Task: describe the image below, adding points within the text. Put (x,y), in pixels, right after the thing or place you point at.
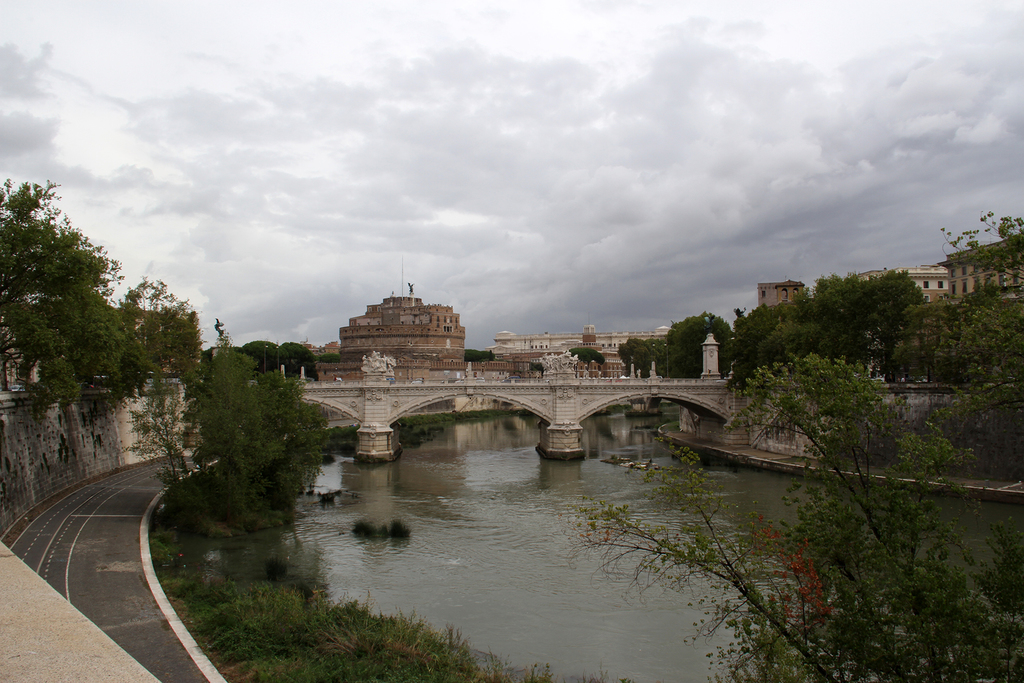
In this picture we can see some grass (220,610) and plants (320,640) on the ground (428,656). There are few trees (942,661) and walls (889,442) on the right (849,425) and left side of the image (23,412). We can see a bridge (423,397) and water (369,541). A path (64,533) is visible on the left side (125,572). There are a few buildings (965,267) visible in the background (929,274). Sky (500,202) is cloudy.
